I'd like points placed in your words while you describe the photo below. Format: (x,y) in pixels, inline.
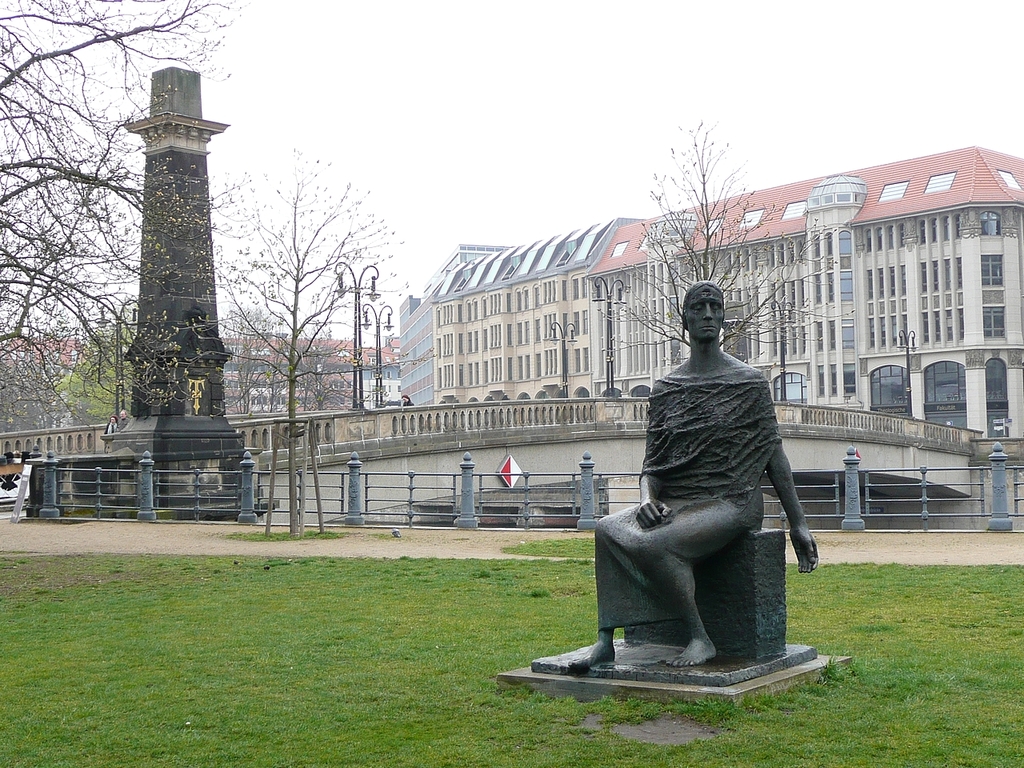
In this picture we can observe a statue (695,522). There is some grass (276,659) on the ground (287,673). We can observe a railing (249,490) and a pillar (192,364). There is a bridge (383,424) here. In the background (862,325) there is a building (629,284) and a sky (501,95). We can observe some trees (47,160).
